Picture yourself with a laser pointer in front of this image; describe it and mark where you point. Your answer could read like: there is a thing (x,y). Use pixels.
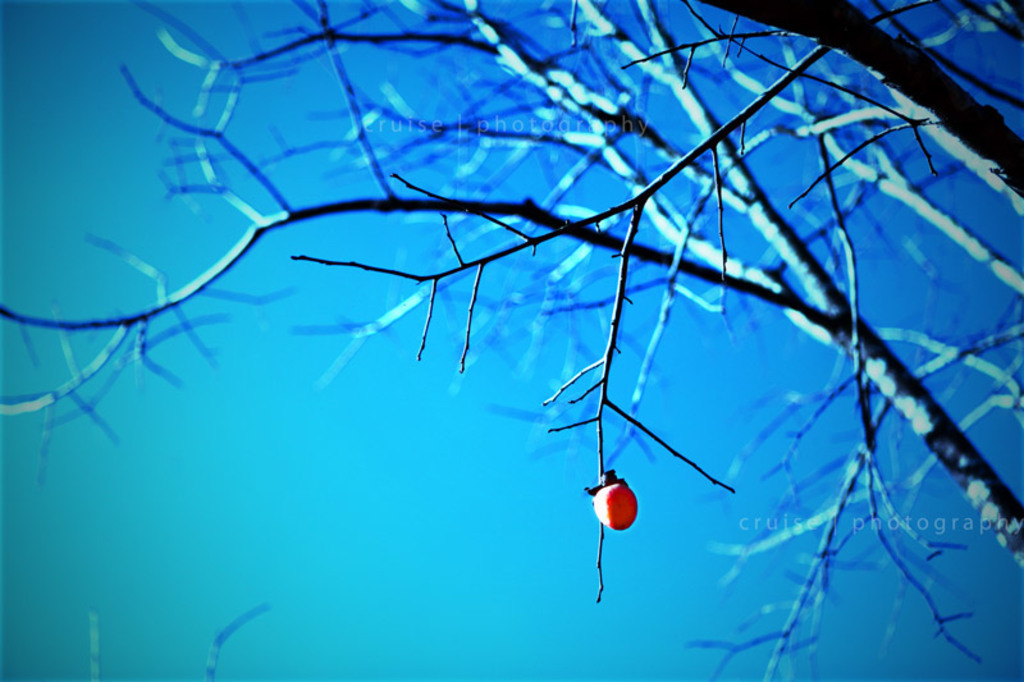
In this image we can see a fruit (628,521) on the branch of a tree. On the backside (531,408) we can see the sky (401,437).
